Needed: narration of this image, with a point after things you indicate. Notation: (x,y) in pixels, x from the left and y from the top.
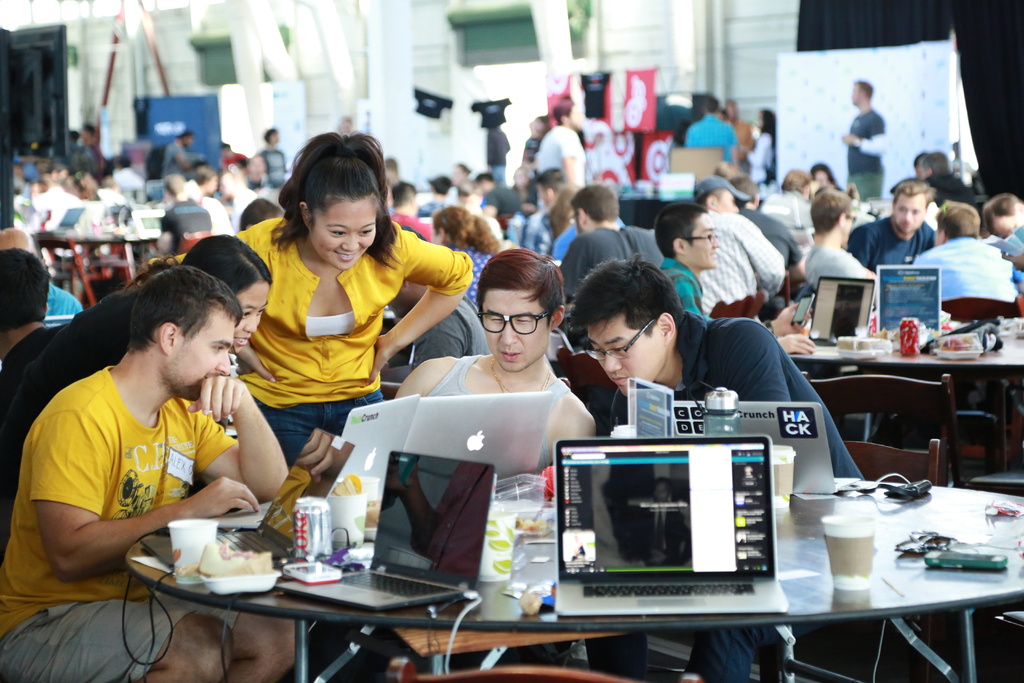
In the image we can see there are many people (531,234) sitting and some of them (408,236) are standing. This is a table (821,560) on which laptops (408,513), can (321,527), snacks (248,560) and glasses (192,553) are kept. This is a chair (884,455).
